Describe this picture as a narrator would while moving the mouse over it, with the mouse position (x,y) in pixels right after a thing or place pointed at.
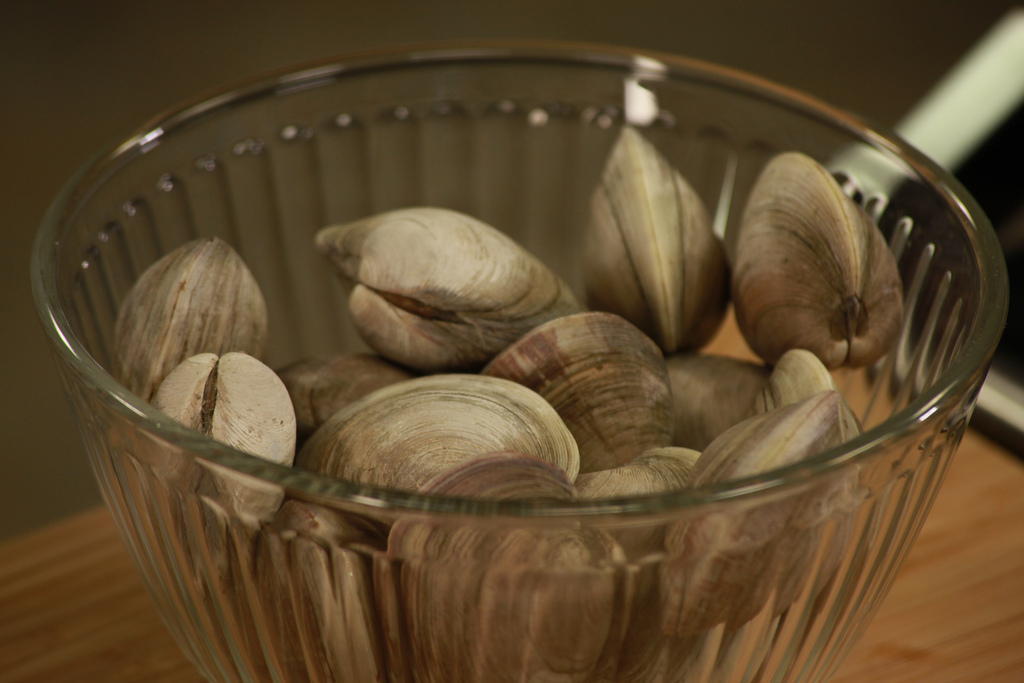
In this picture we can see shells (302,368) in a bowl (290,358) and this bowl (213,185) is placed on a wooden surface (864,663) and in the background (1013,85) we can see an object (993,44).
